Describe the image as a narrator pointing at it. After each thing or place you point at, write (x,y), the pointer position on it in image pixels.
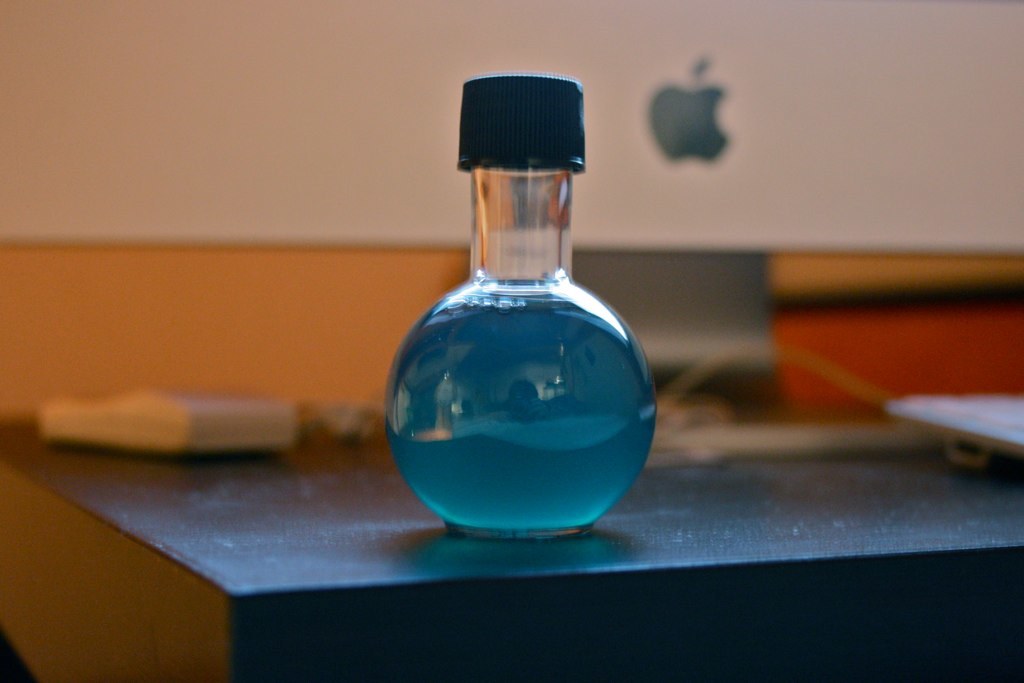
In this image i can see a beaker (507,314) with a cap (487,139) on a table (329,533). In the background (635,310) i can see a apple monitor (710,159).
